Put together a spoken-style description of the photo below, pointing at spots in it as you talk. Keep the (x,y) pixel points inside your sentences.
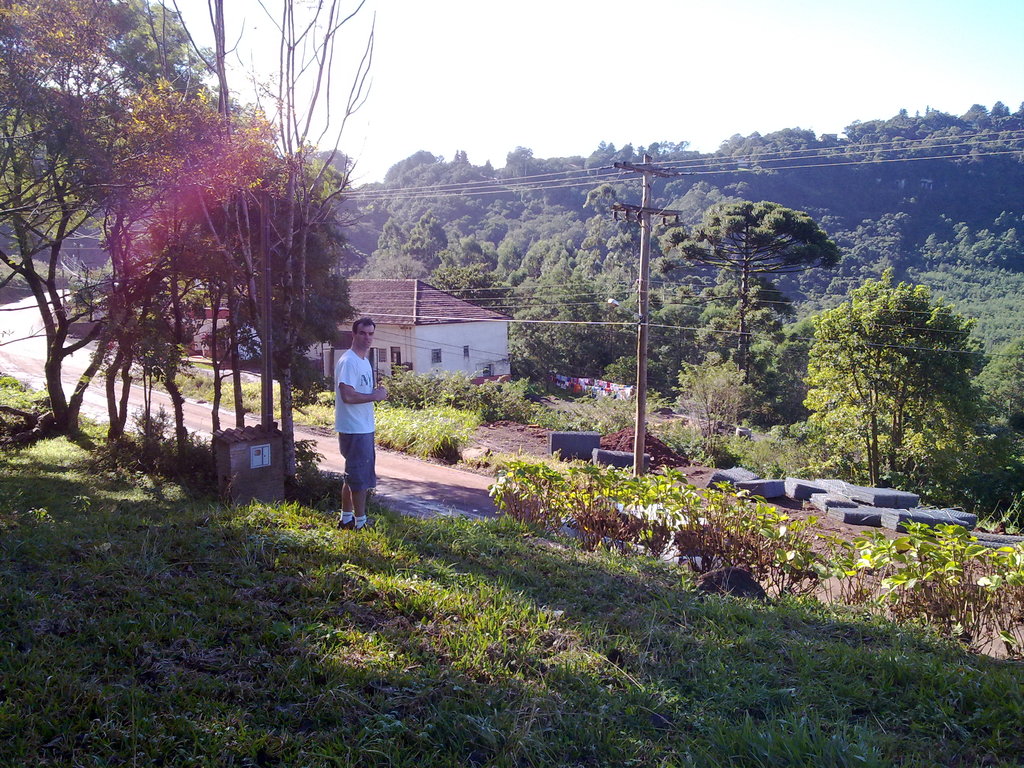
Here is the man (338,521) standing. This is the grass (212,555). These are the trees (536,259) with branches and leaves (855,272). I can see a small house (432,344). I think these are the rocks (852,499). This looks like a current pole (637,463) with the current wires (567,185). I think this is the road (446,501). These are the plants (967,579).
